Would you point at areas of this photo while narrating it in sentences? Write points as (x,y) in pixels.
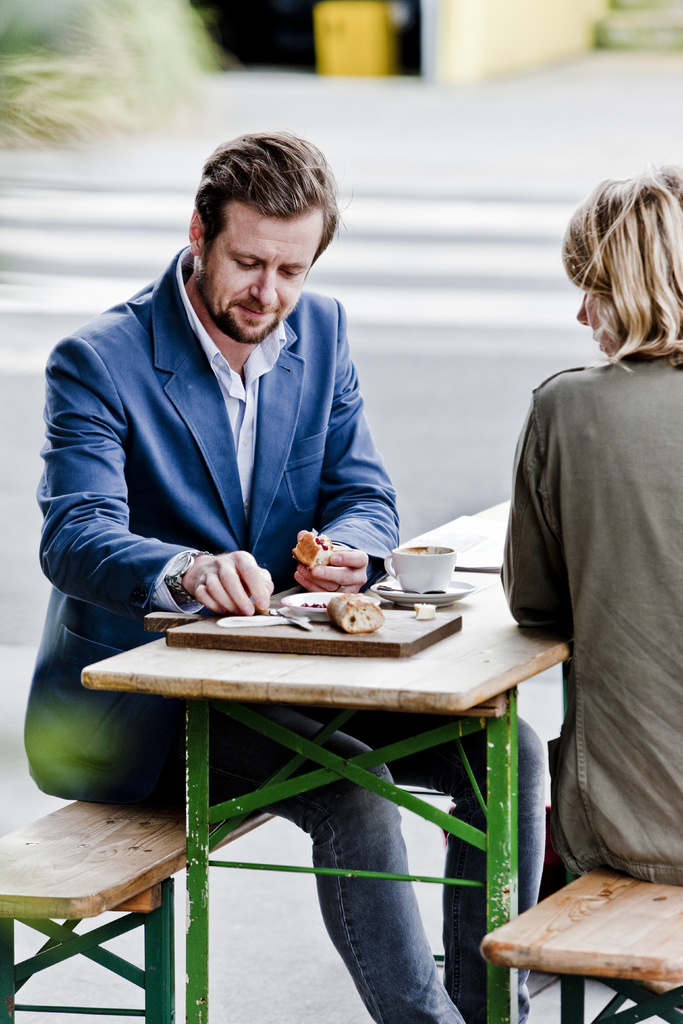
In this image we can see two persons (349,483) lady (679,472) and male (364,458), male person (207,428) wearing blue color suit (202,509) and female (637,458) wearing brown color jacket (575,489) sitting on bench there are some food items (372,607) on the table (453,607) and in the background of the image (280,101) there is road (37,310).
